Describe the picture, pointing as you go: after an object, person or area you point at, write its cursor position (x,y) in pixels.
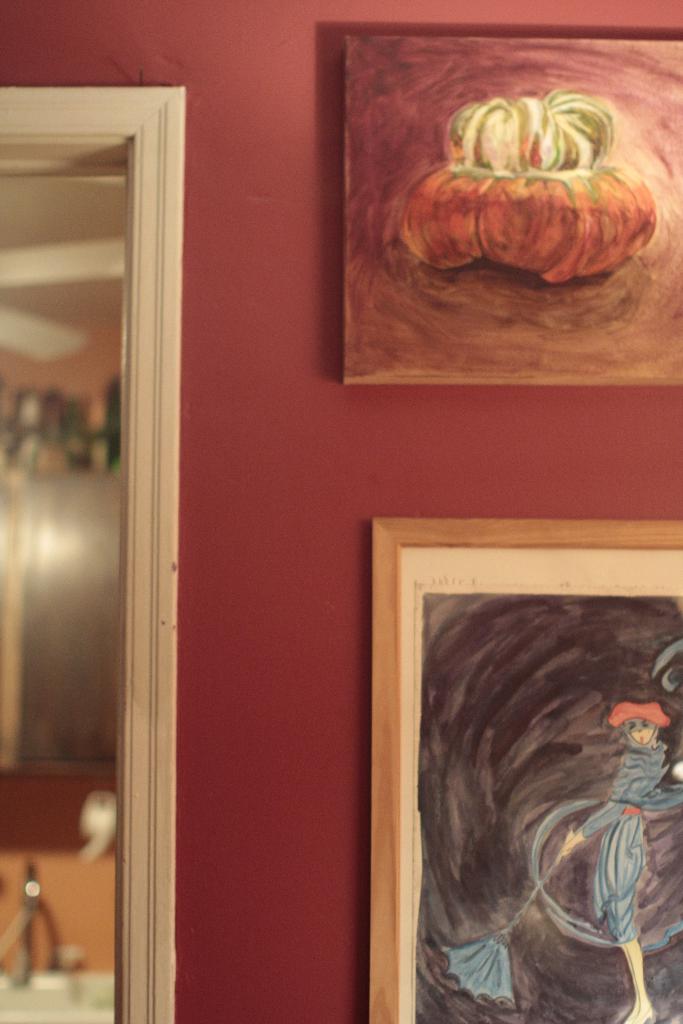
In this image I can see photos (479,561) on a red color wall (278,492). Here I can see the image is blurred.
